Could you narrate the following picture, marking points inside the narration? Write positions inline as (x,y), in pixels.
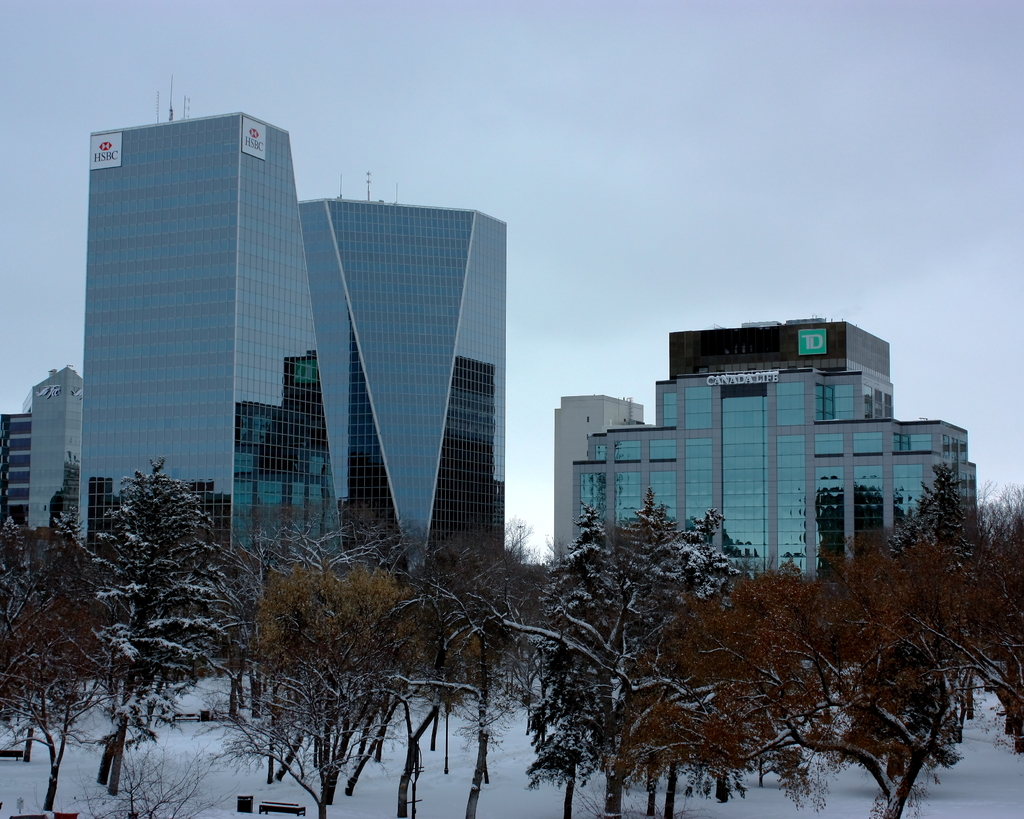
In this image I can see there are buildings (203,257). And in front (746,638) there are trees (257,654) and a snow (365,783). And at the top (762,128) there is a sky (465,119).
